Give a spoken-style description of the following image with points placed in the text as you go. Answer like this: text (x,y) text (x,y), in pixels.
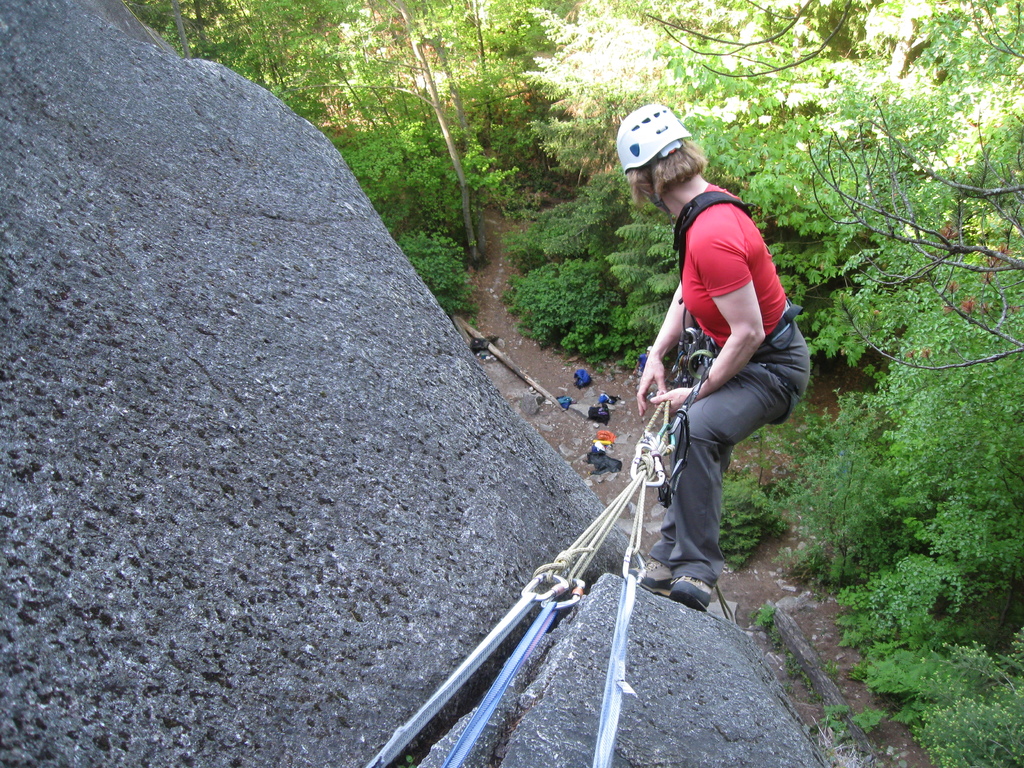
In this image, we can see some trees (897,148) and plants (746,527). There is a person (677,199) in the middle of the image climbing a rock hill (548,485).
